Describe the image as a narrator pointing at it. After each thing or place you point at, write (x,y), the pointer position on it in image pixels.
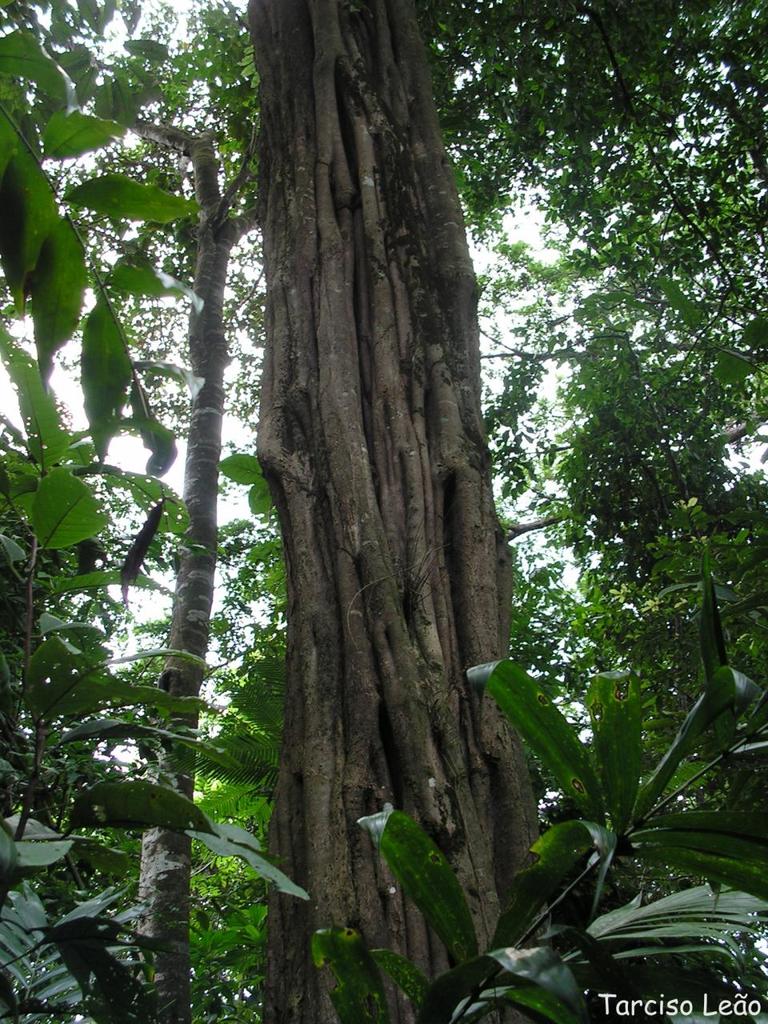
There is a tree trunk (355,468). Near to that there are trees (627,549). In the right bottom corner (682,1000) there is a watermark (685,1000).
